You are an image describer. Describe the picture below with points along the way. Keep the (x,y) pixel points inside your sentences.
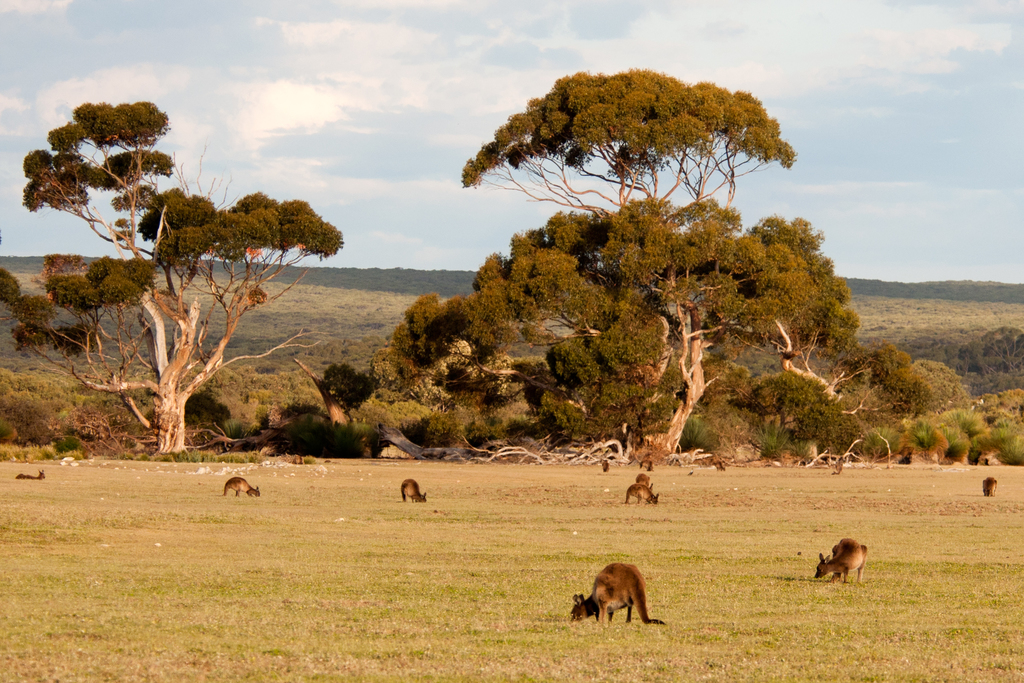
In this image we can see group of animals (840,555) standing on the ground (836,587). In the background (1005,430), we can see a group of trees (775,395), mountains (343,308) and the cloudy sky (355,139).
